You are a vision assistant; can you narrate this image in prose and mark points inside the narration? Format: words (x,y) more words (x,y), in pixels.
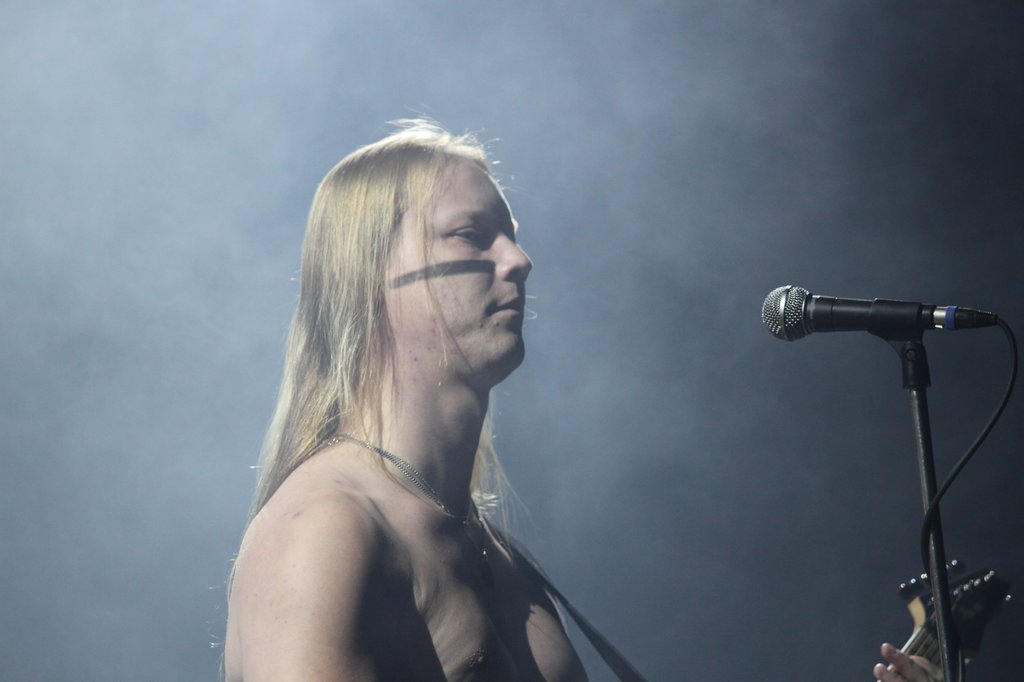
In this picture we can see a man (439,337) is standing and playing a guitar (932,646) in front of him there is a microphone (814,308).
